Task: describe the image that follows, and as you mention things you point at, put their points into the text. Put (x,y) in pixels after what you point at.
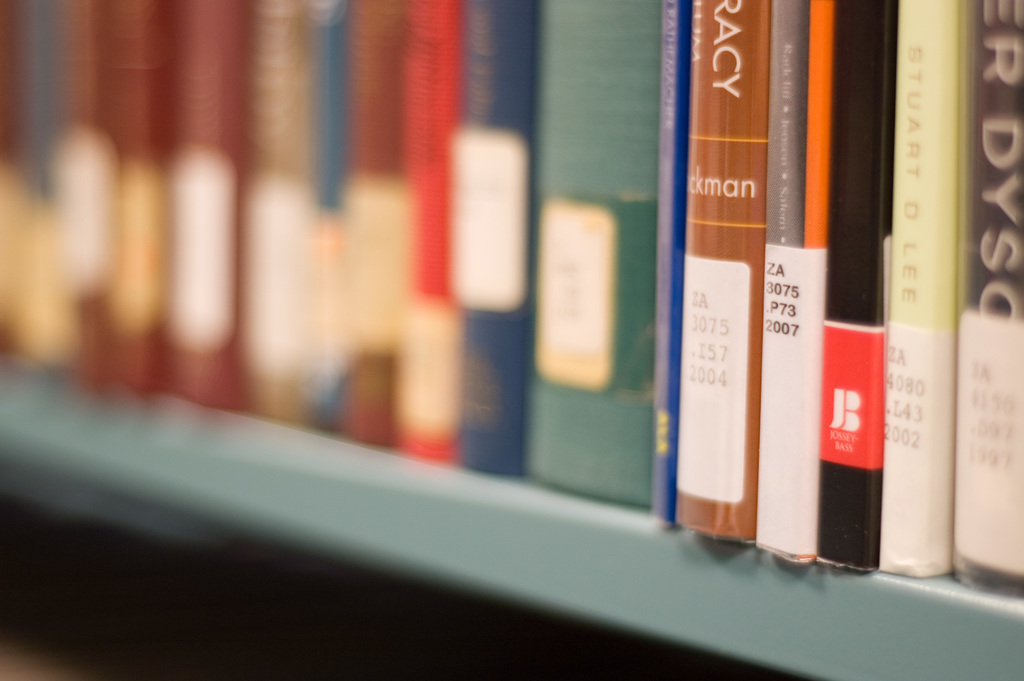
In this image I can see books (878,363). Here I can see the image is blurred.
